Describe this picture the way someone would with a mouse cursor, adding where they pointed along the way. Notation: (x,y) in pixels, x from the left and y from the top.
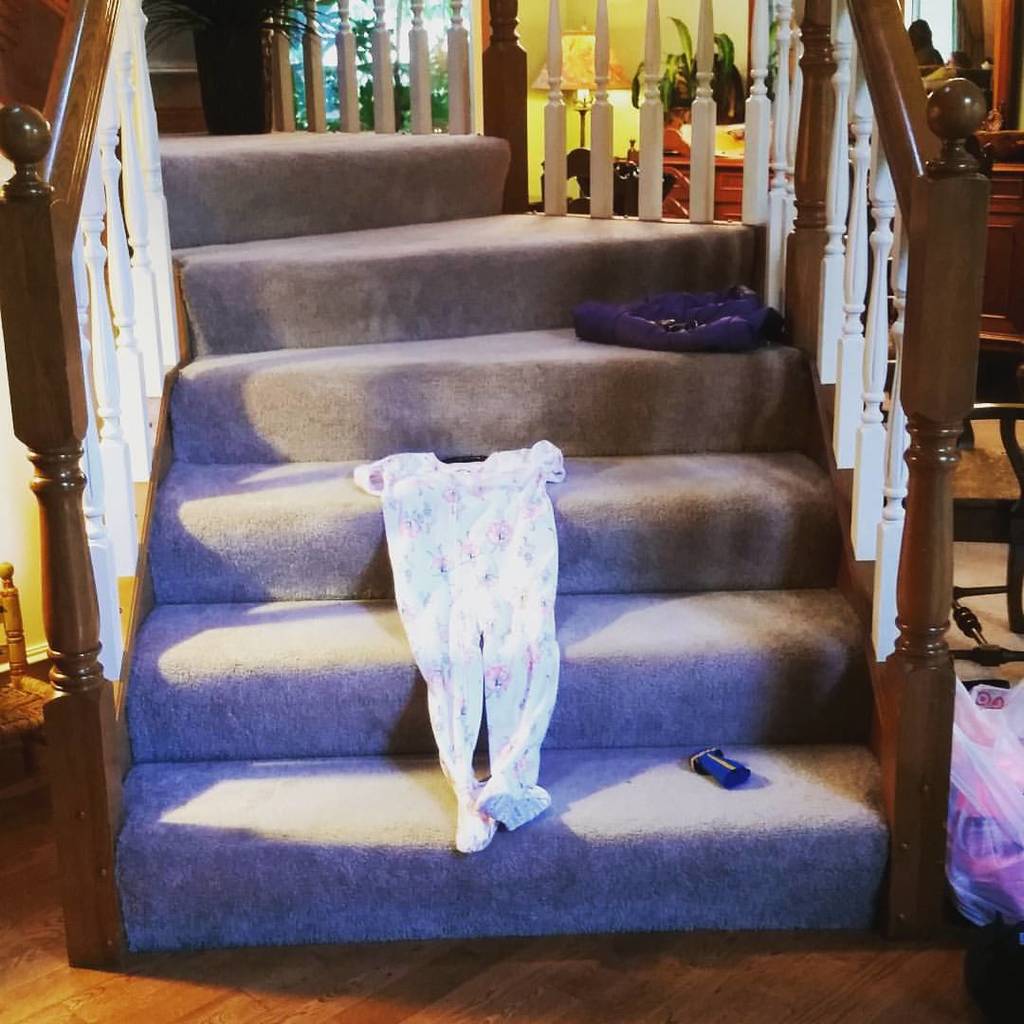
In this image I can see the railing (40,237) which is brown and white in color, few stairs (258,218), a white colored dress (495,582) and few blue colored objects (693,302) on the stairs (688,284). I can see a plastic bag (956,806) with few objects (992,830) in it, the cream colored wall (668,20), a lamp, few plants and few other objects (1012,281).
